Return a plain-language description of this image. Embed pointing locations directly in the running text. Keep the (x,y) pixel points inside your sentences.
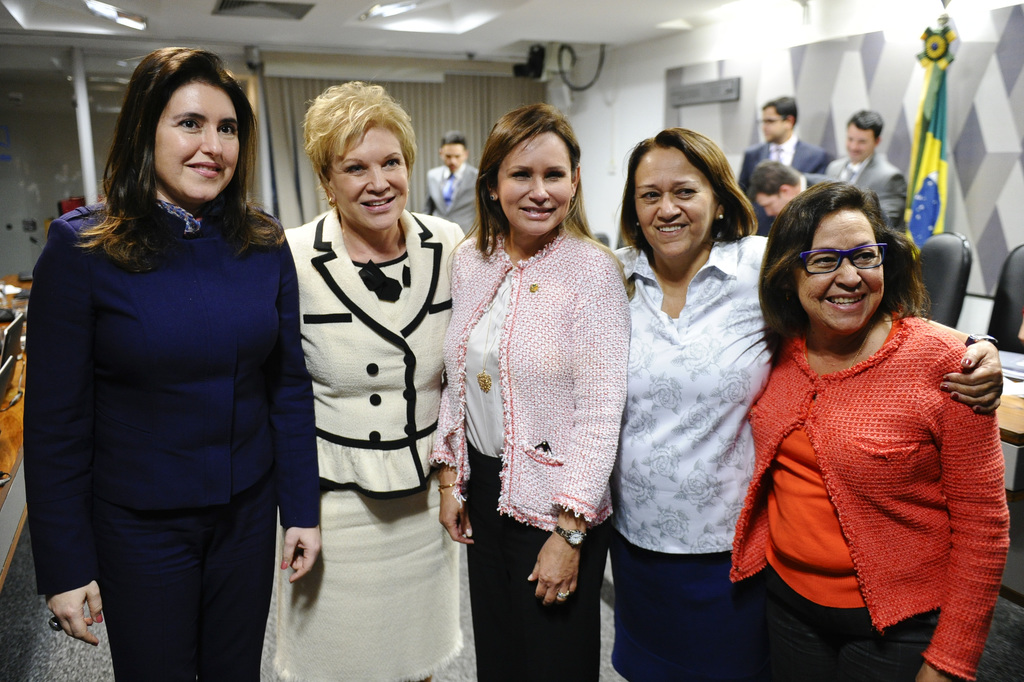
In the image in the center (461,429), we can see a few people (679,342) are standing and they are smiling, which we can see on their faces (808,311). In the background (587,105) there is a wall (644,92), roof (649,11), curtain (494,103), flag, table (1022,479), poles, chairs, on carpet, few people (905,208) are standing and few other objects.
